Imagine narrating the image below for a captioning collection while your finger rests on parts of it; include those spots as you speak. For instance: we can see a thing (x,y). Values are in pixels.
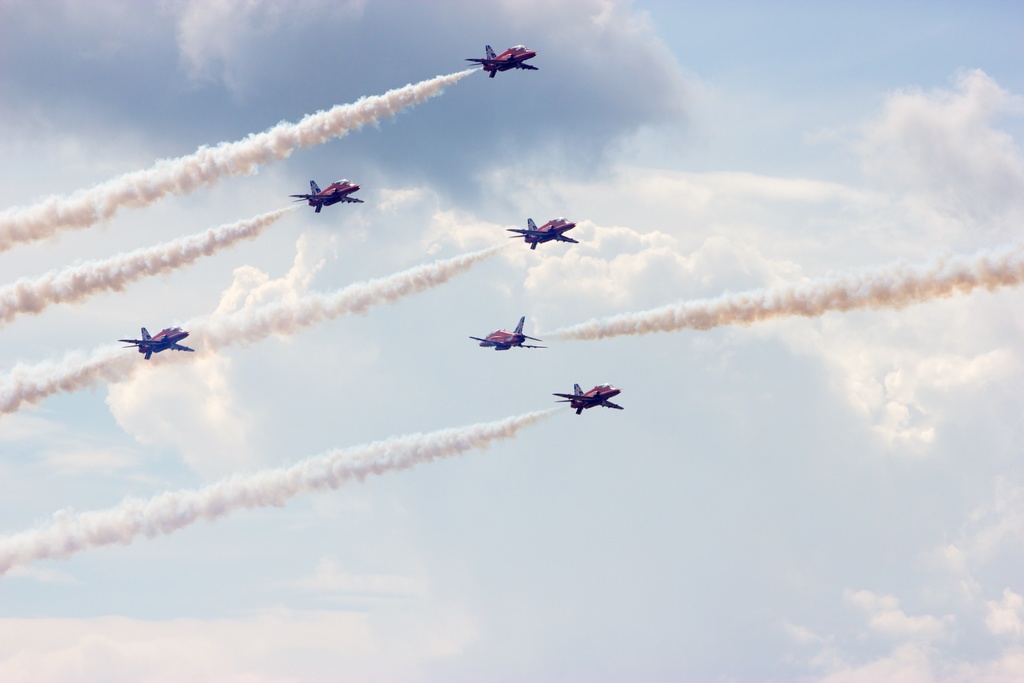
In this picture we can see six jet planes (580,389) flying in the air (500,124), we can see smoke (701,312) here, there is the sky (287,174) at the top of the picture (664,197).
